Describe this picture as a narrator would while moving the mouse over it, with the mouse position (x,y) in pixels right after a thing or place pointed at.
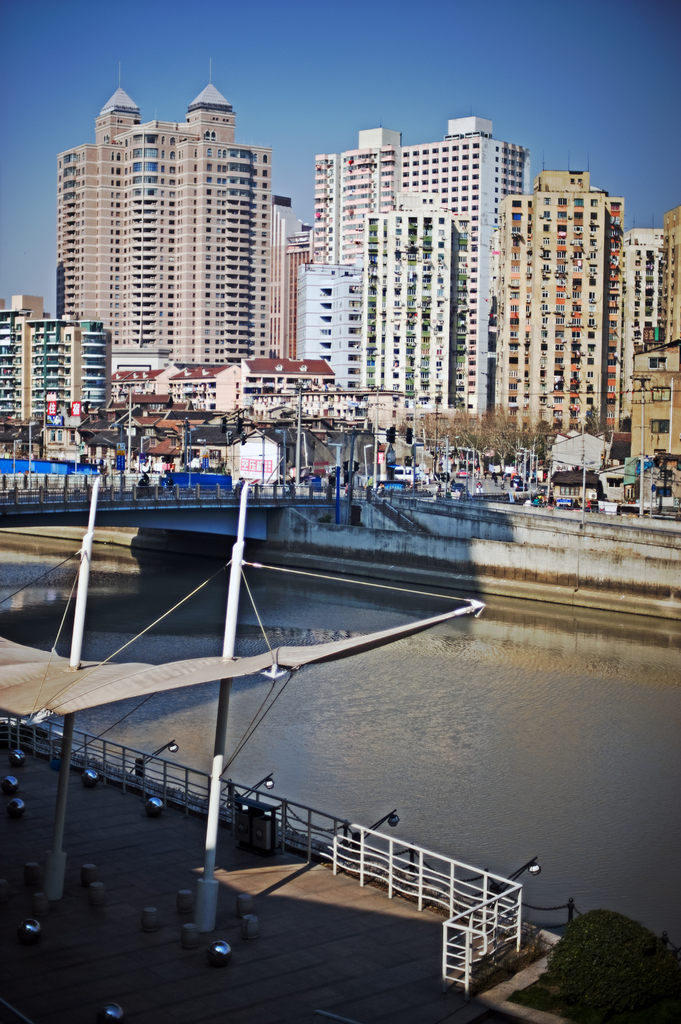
In this picture we can see few poles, lights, fence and water (361,727), in the background (675,301) we can find few buildings (376,237) and trees (470,428).
